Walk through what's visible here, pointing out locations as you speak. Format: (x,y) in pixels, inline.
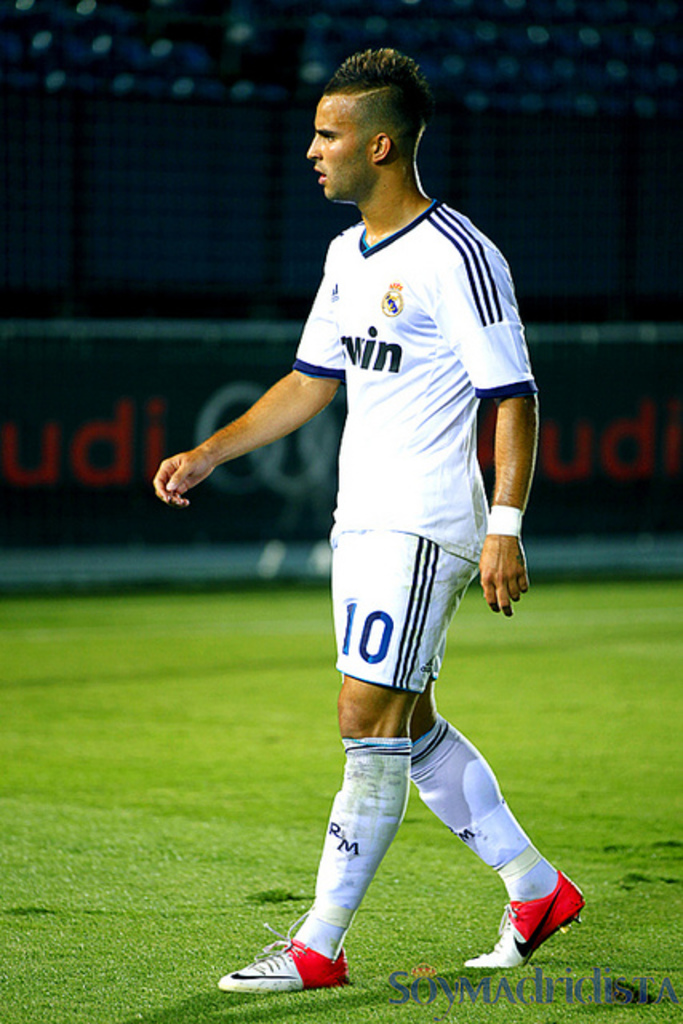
In this image we can see a person (356,551) standing on the ground (355,934) and behind him we can see a poster (250,469) with some text (11,462).
